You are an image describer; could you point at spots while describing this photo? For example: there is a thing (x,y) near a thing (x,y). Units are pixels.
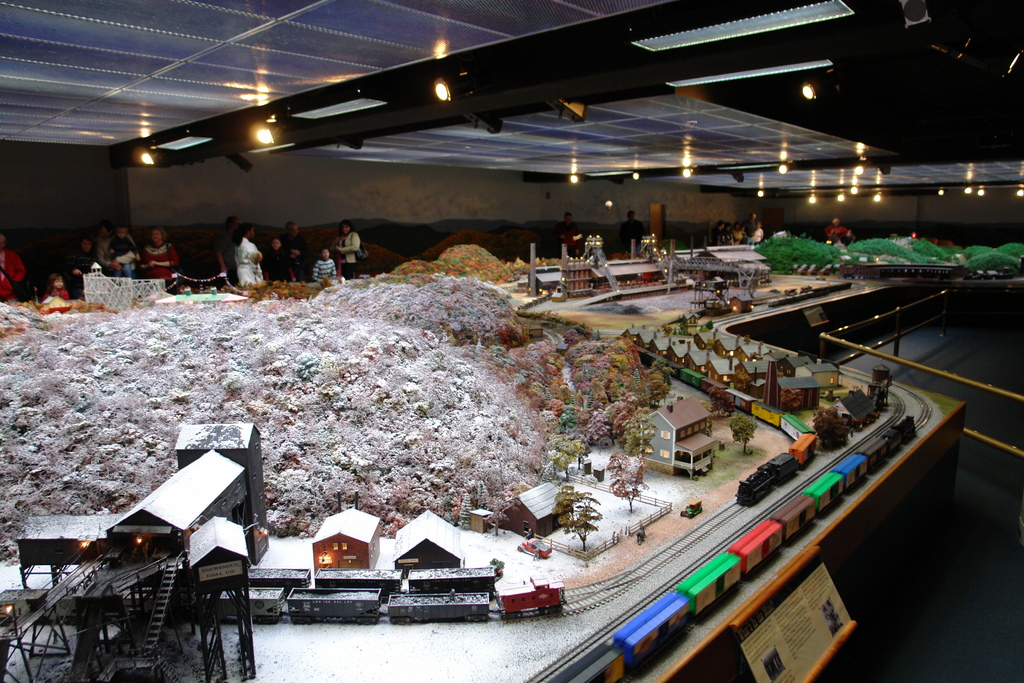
This is a picture taken in a room (969,214). In the foreground of the picture (291,526) there are toys (542,341) of houses (707,448), railway tracks (660,553), trees (583,412) and many objects (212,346). In the background (228,239) there are people (258,247) and toys (696,271) of houses (782,387). On the top (172,145) to the ceiling (464,107) there are lights (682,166).
